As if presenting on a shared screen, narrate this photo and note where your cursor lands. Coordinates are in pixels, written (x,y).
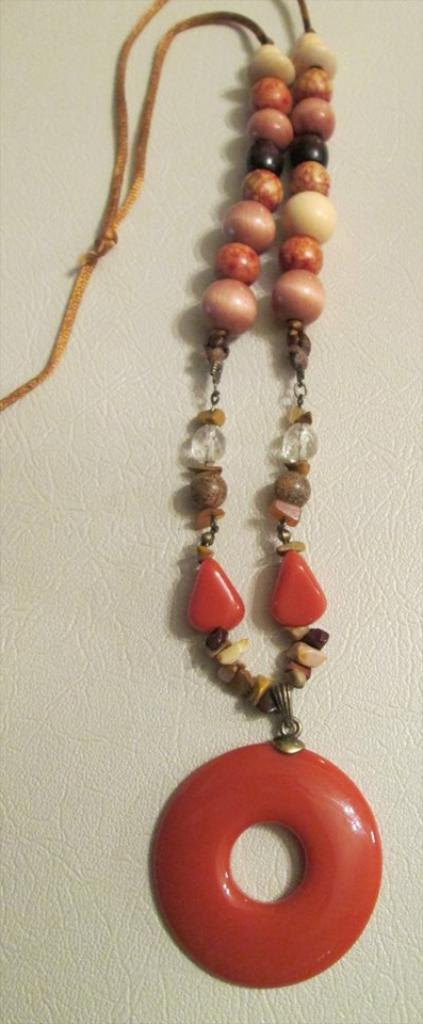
In this picture there is an ornament (294,739) which is in orange and brown color. At the bottom (35,701) there is a white background (100,524).
